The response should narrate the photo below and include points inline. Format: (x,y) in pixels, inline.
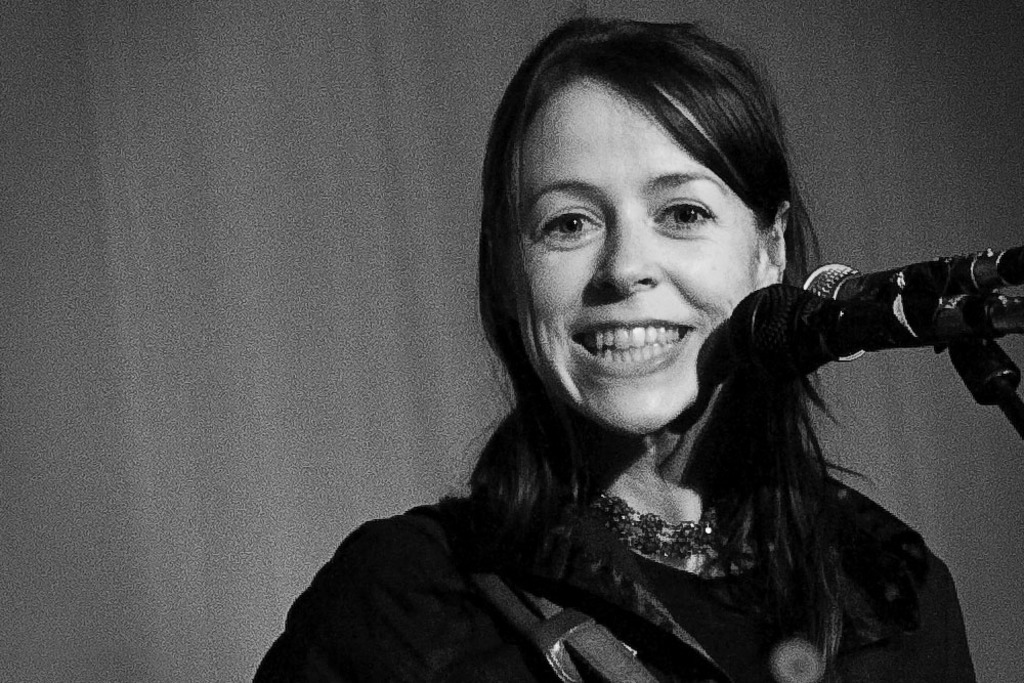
I see this is a black and white picture and I see a woman (514,274) over here who is smiling and I see a mic (854,291) over here.
